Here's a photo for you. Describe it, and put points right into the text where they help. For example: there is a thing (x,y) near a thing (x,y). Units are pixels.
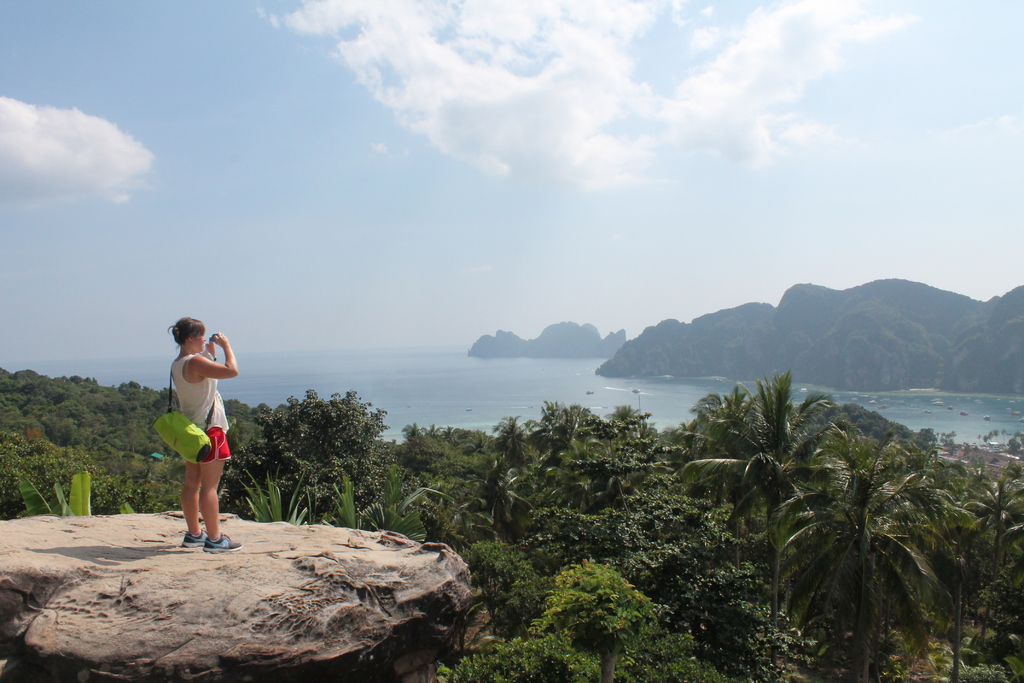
In this picture there is a woman (210,353) standing and holding the object (208,337). At the back (798,368) there are mountains (511,347) and there are boats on the water (907,414) and there are trees (686,617). At the top (268,203) there is sky (384,169) and there are clouds (753,129). At the bottom left (160,513) there is a rock (377,548).
